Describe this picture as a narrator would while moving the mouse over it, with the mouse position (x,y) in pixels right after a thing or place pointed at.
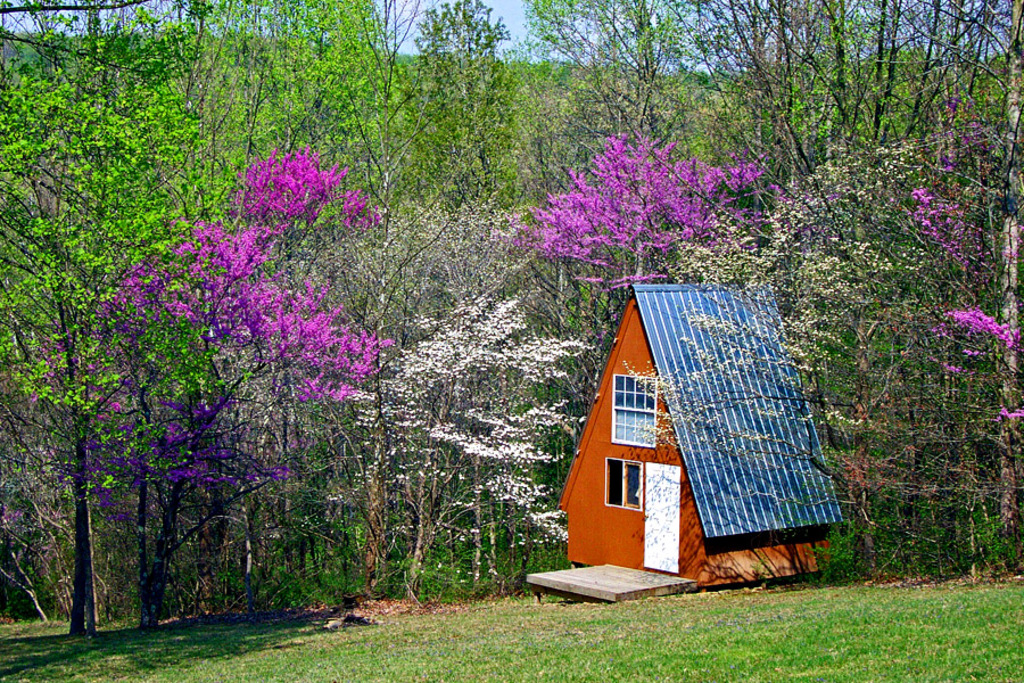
In the picture we can see a grass surface (771,650) on it, we can see a hut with a door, window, and ventilator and beside it, we can see many trees (102,307) with violet color and white colored flowers (251,232) and behind the trees (445,323) we can see the sky (438,10).
